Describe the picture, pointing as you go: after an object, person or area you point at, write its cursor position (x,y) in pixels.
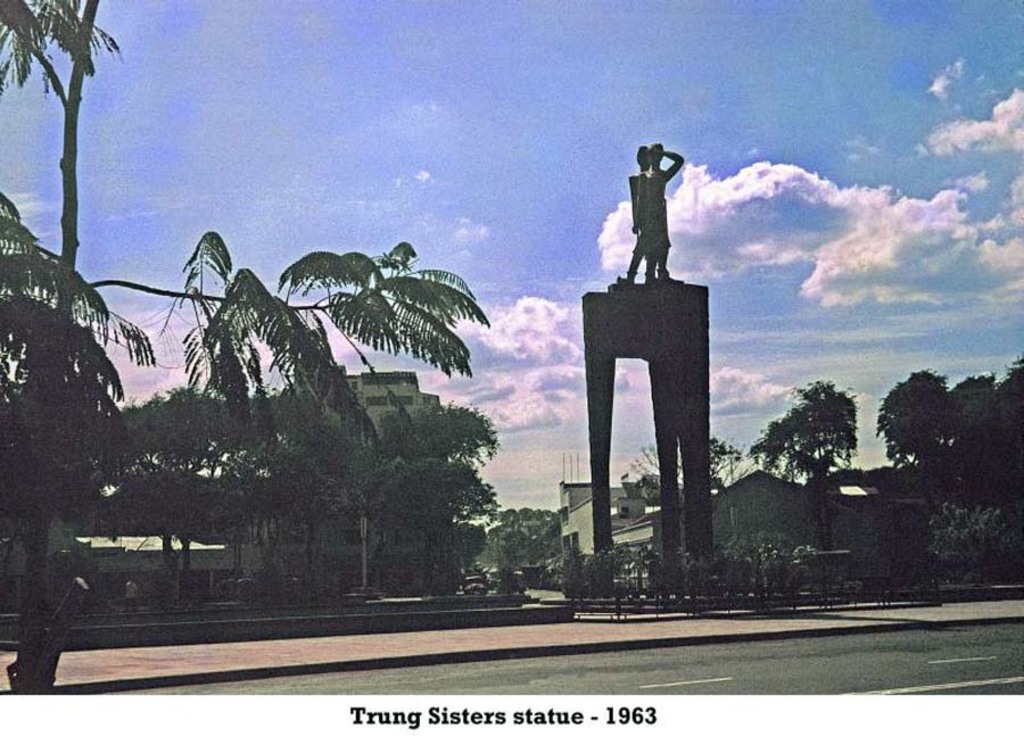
The image is in colour, we can see a statue (657,183), there are trees (292,437), there are buildings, the sky (546,178) is cloudy.
